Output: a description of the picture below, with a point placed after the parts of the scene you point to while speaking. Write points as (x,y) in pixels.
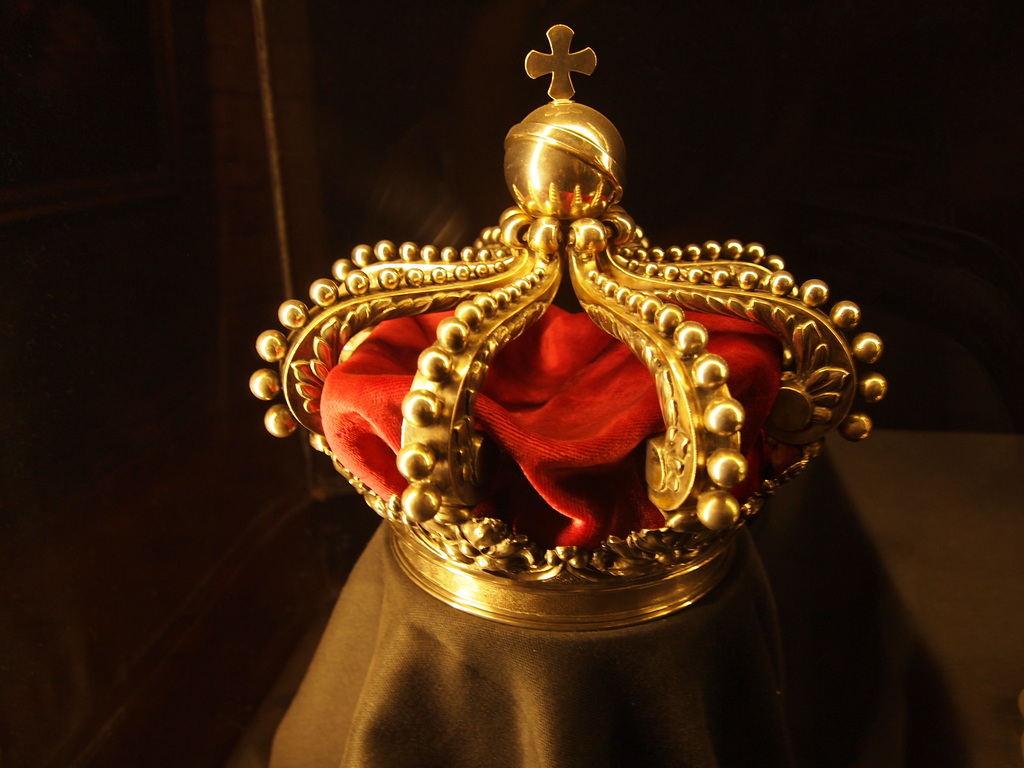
In this picture we can see a golden crown (753,296) and a red cloth (554,431) on a platform (710,642) and in the background (404,144) it is dark.
